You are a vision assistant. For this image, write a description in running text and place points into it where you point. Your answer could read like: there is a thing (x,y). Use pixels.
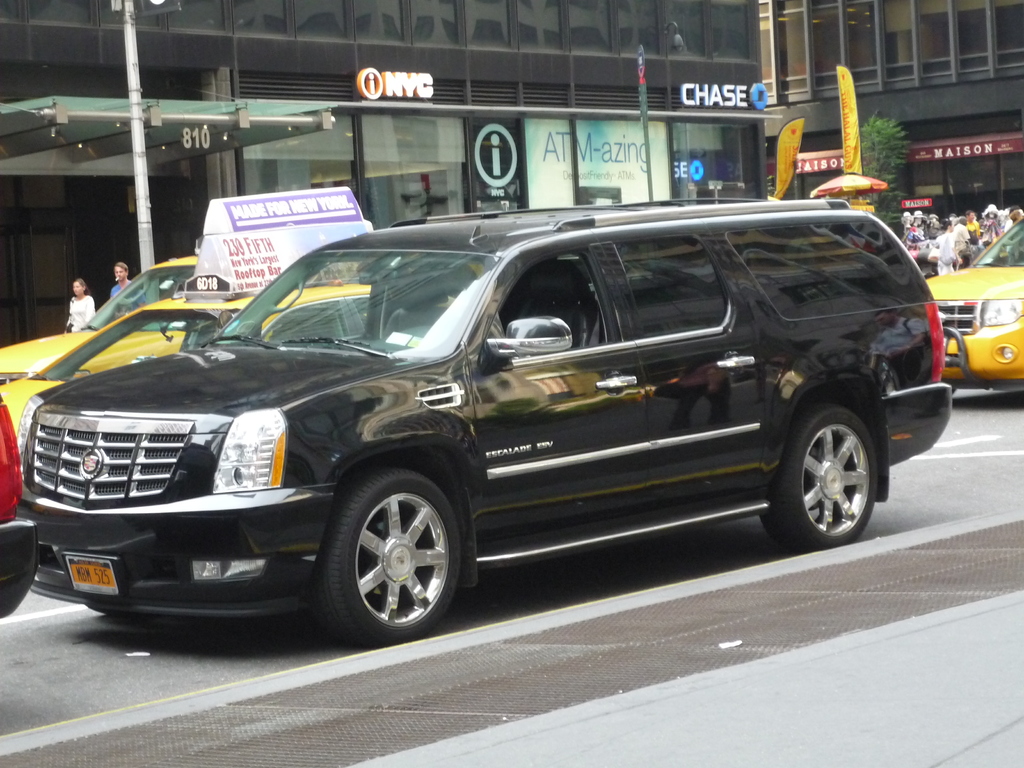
In this image we can see group of vehicles (482,417) parked on the road (169,674). To the left side of the image (124,285) we can see two persons (87,304) standing. In the background (957,194), we can see buildings (532,119) with sign boards (589,150), poles (139,145) and an umbrella (856,181).
